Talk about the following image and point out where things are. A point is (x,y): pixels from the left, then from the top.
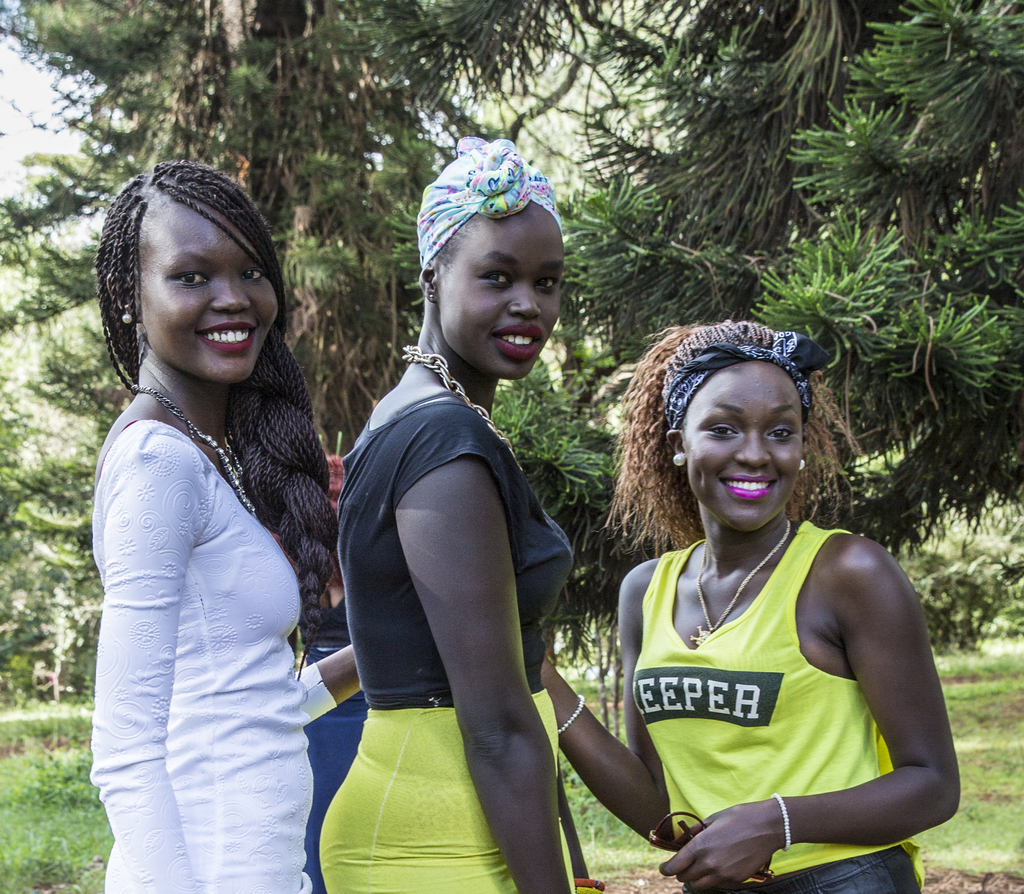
In this picture I can see three people (496,470) with a smile in the foreground (416,510). I can see trees (485,123) in the background (624,184). I can see green grass (584,795).
